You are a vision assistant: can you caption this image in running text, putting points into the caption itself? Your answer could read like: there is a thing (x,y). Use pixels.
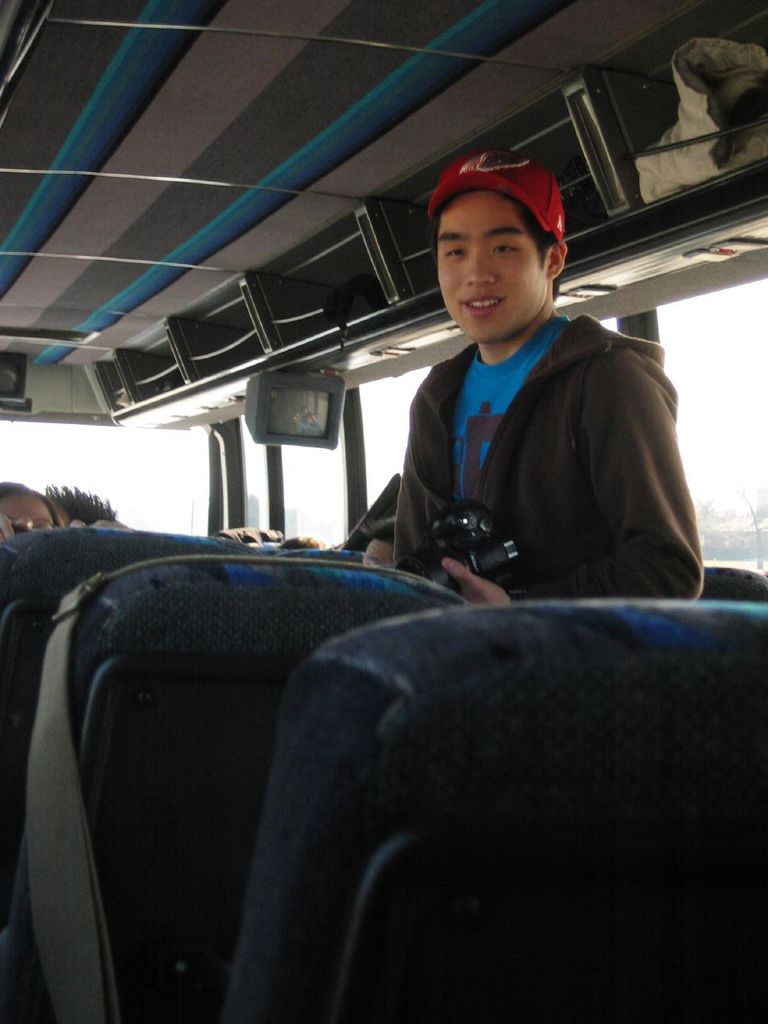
In this picture there are people (10,486) inside a vehicle (374,414) and we can see seats (378,611), television (304,438), glass windows (362,385) and objects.
